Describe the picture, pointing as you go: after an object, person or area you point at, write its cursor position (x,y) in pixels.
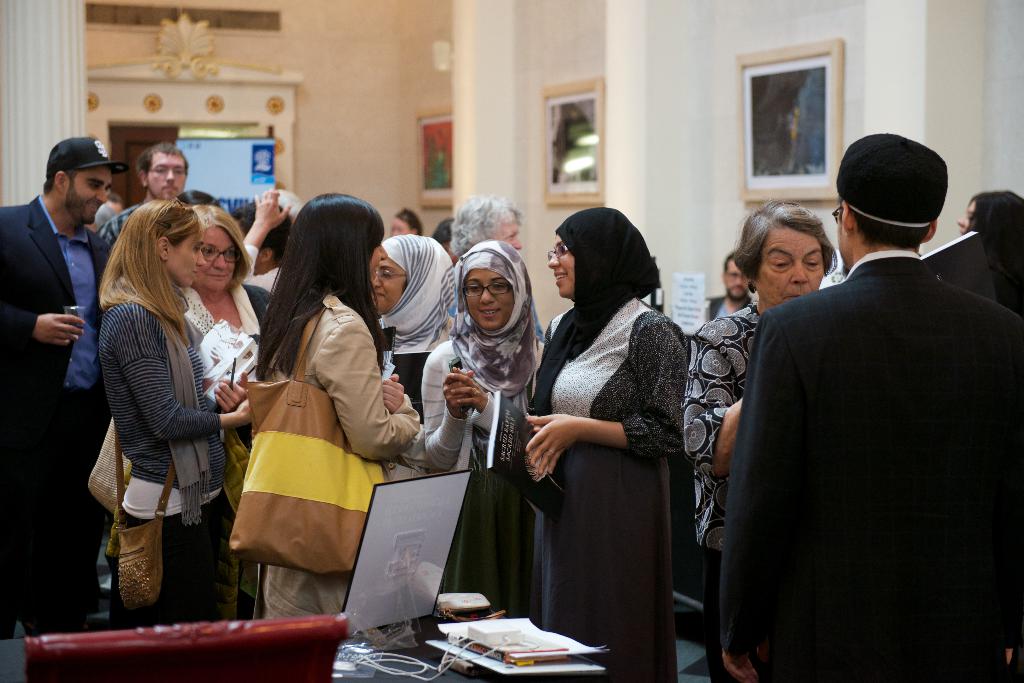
In this image I can see group of people (199,193) standing, the person (376,321) in front (346,362) is wearing cream color jacket (358,347) and brown and yellow color bag (314,419). I can also see few papers (490,636) on some object (445,674), background (659,83) I can see few frames (750,94) attached to the wall (376,88) and the wall (380,74) is in cream color.
